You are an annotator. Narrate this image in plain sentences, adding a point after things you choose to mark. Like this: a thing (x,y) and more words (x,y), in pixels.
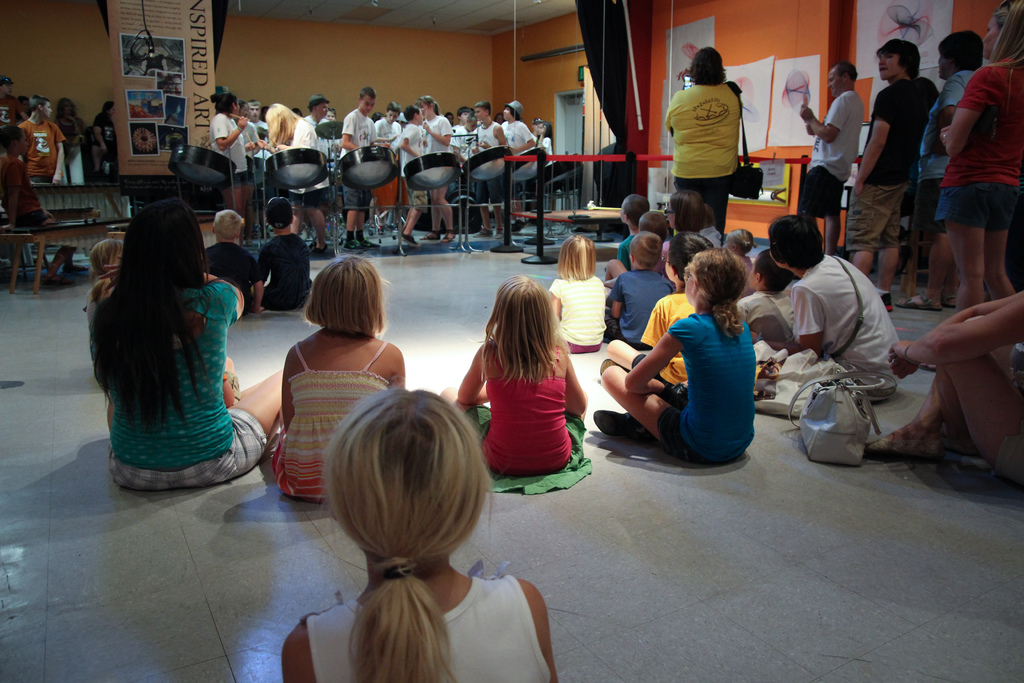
In this image we can see children (354,366) sitting on the floor (612,494). In the background of the image (247,156) there are people (266,152) standing. There are drums (276,162) and other musical instruments (335,132). To the right side of the image (948,84) there are people (943,96) standing. There is a wall (791,16). There are posters (755,90) on the wall (691,13). At the bottom of the image (733,598) there is floor (725,622).
